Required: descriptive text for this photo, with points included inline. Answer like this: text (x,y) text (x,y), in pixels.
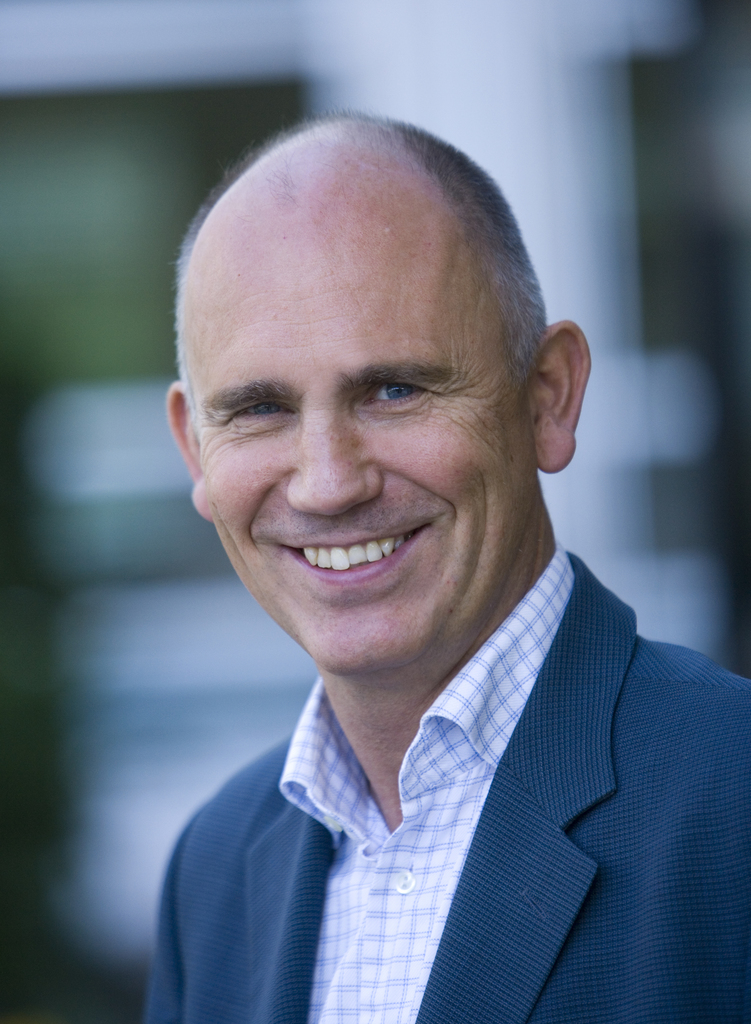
In this picture I can see there is a man (581,702) standing and he is wearing blazer (508,841) and smiling and in the backdrop (469,54) I can see there is a white object (543,210).
